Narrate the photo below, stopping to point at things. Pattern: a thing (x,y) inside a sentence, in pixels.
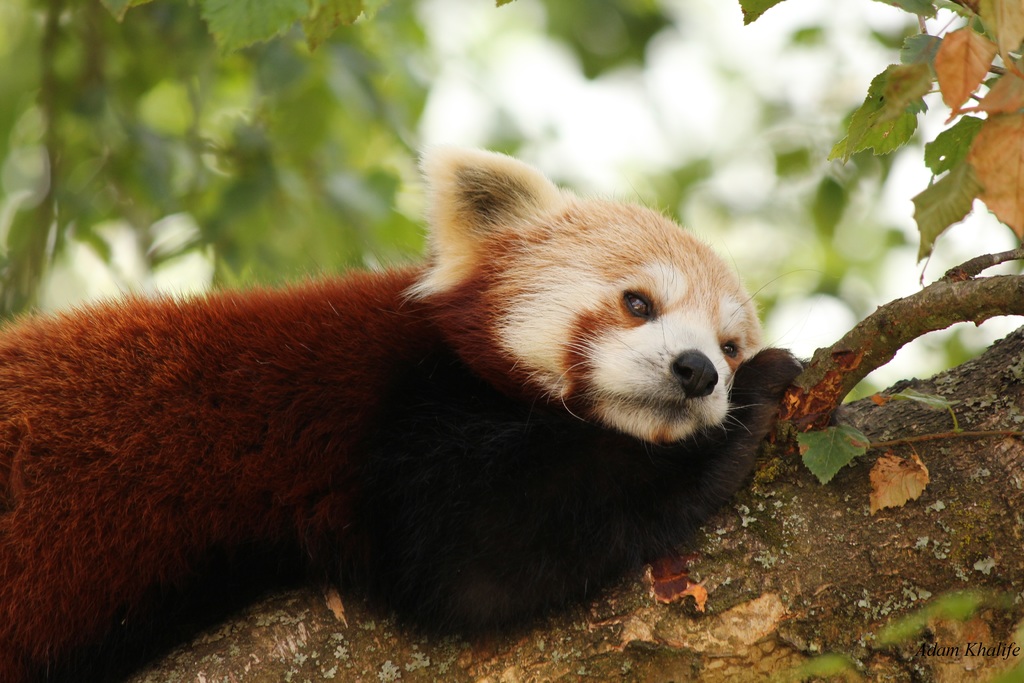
In this image there is a red panda (494,383) lying on the branch (983,462) of a tree (975,496). There is some text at the bottom of the image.
